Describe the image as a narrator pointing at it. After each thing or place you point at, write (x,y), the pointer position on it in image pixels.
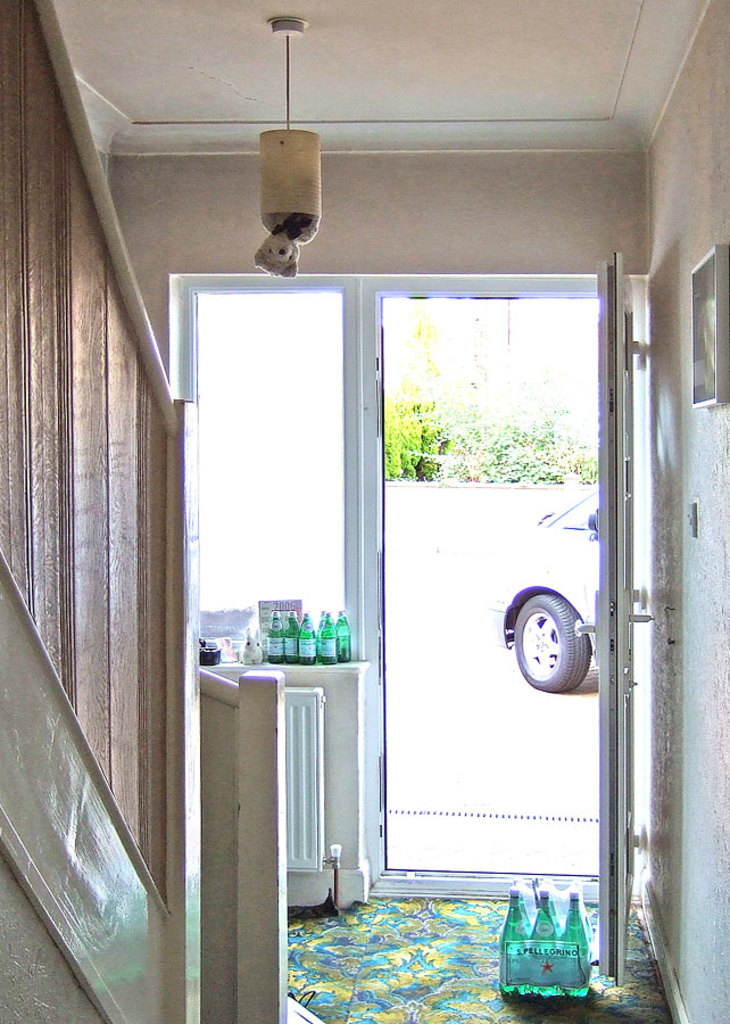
There is a building (216,202) with some bottles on floor (631,991) and table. Outside there is a car (520,601).
